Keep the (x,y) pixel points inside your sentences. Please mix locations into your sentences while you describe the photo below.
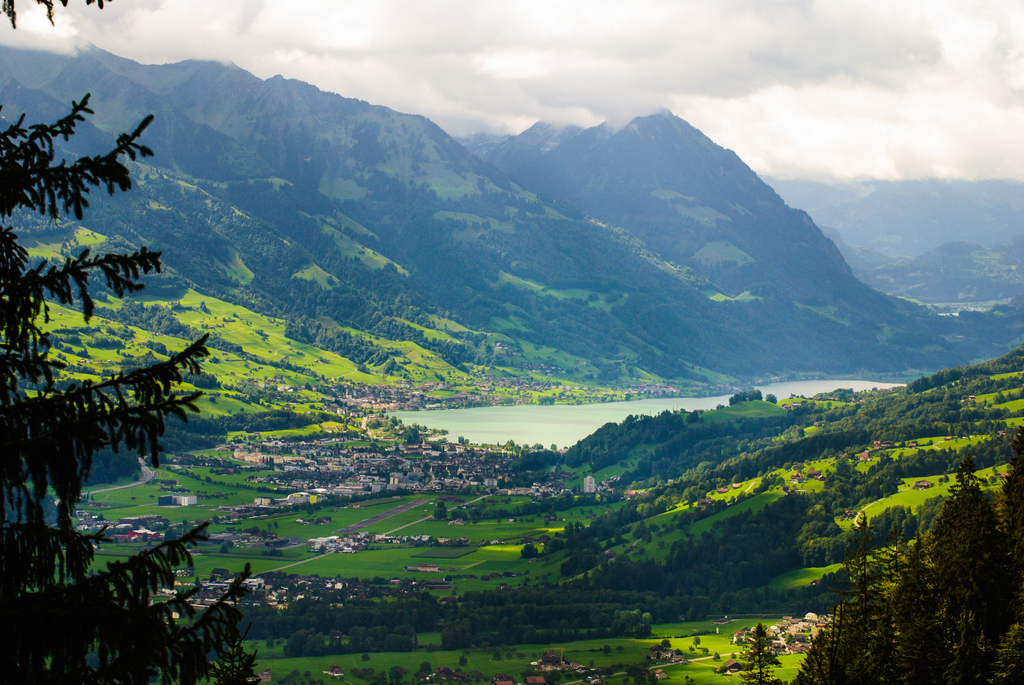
This is the picture of a mountain (599,273). In this image there are mountains (605,328) and there are trees (540,271) on the mountains (429,317). At the bottom (337,610) there are buildings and trees (1023,506) and there is water (631,411). At the top (661,44) there are clouds (676,53).
